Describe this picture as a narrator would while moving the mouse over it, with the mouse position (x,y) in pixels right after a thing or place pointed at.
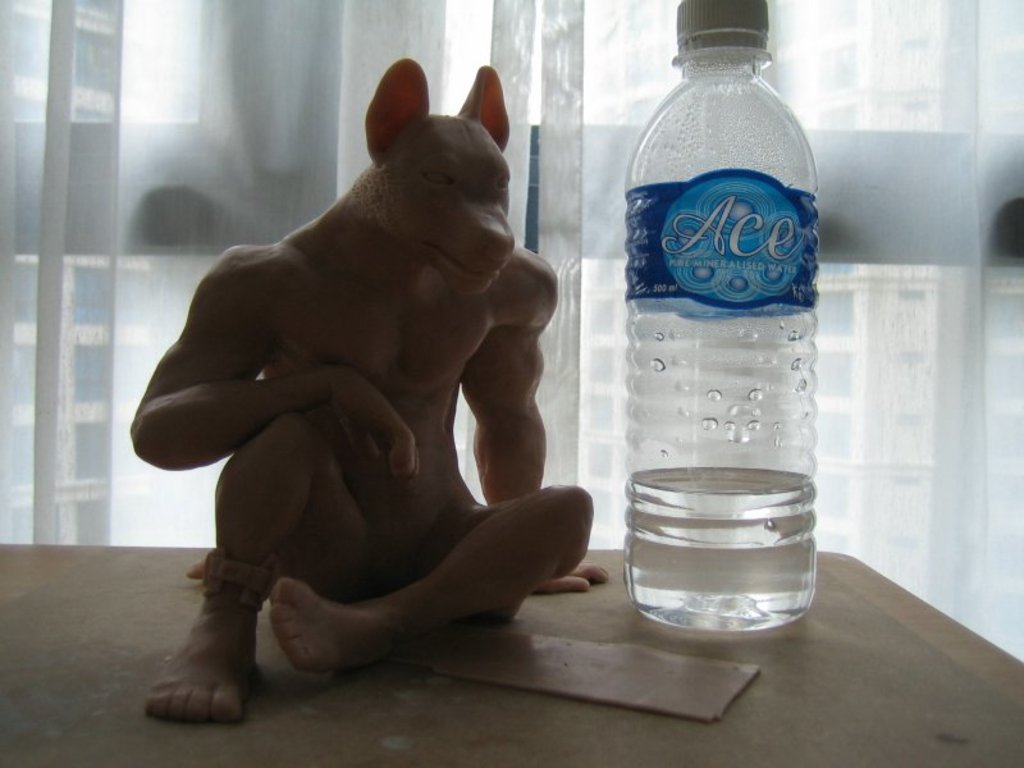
In this image, There is a table (7,735) which is in yellow color on that table (292,756) there is a bottle (765,369) and there is a toy (490,367) which is in brown color, In the background (926,211) there is a white color glass (901,92).
